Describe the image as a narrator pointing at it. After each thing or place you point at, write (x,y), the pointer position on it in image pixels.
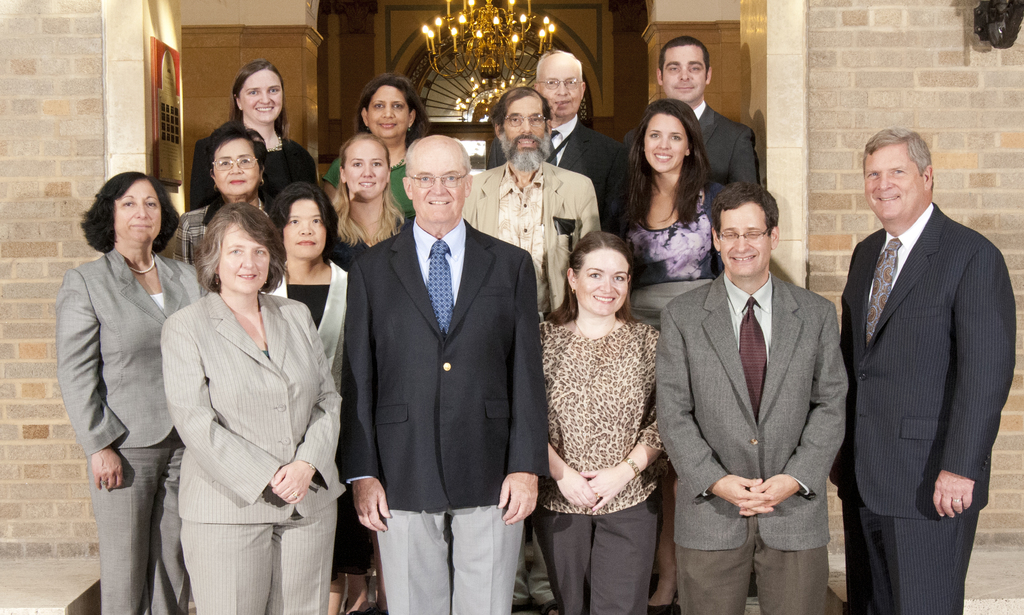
In the front of the image (380,298) we can see a group of people (652,393) are standing and smiling. In the background (205,76) there are walls (217,73), board (175,126), chandelier (466,104) and glass (471,92). Board (171,139) is on the wall (117,112).
